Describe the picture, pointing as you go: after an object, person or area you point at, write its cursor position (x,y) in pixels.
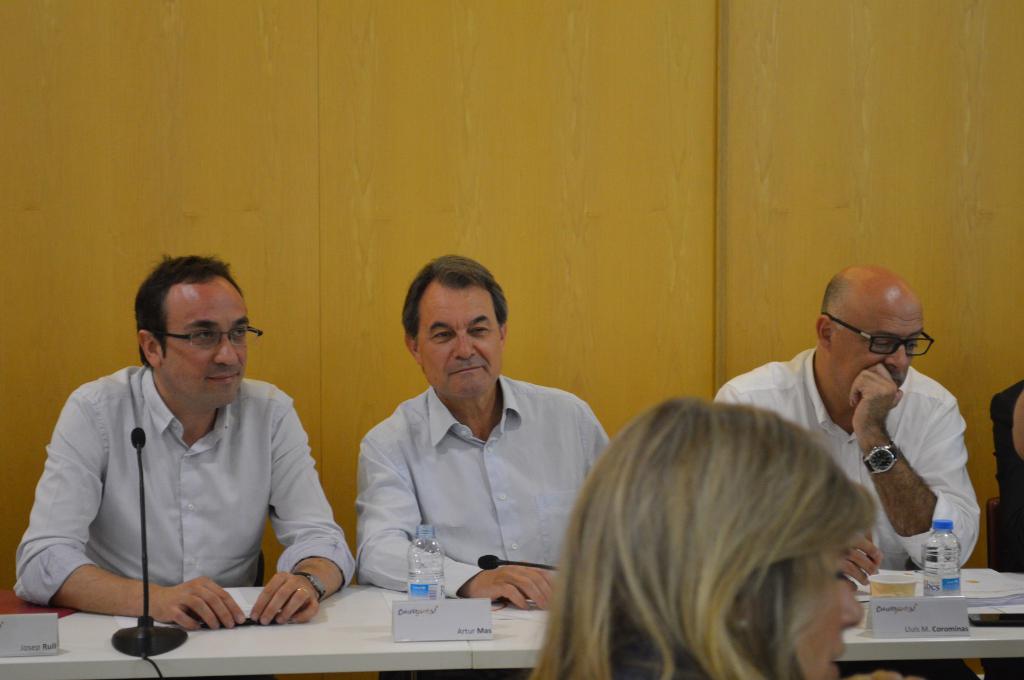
In this picture we can observe four members (776,542). Three of them are men (428,435) and the other is a woman (711,516). All of them are sitting in the chairs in front of a white color table (222,642) on which we can observe name boards (419,614), mic (149,640) and water bottles (423,576). Two of the men (220,440) are wearing spectacles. In the background (590,278) we can observe yellow color wall (420,162).
